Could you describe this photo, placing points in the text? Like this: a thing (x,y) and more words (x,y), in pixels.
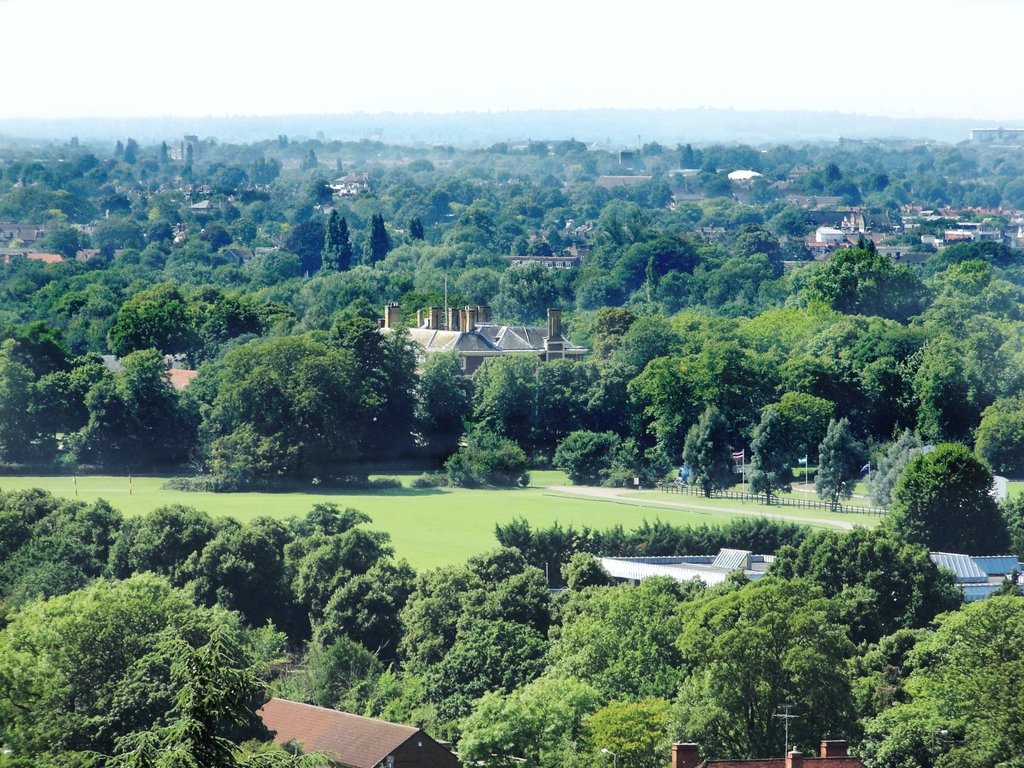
In this picture I can see buildings (470,349), trees (388,279) and the sky (489,104) in the background (533,104). I can also see fence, grass (453,521) and flags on the ground (471,520).
